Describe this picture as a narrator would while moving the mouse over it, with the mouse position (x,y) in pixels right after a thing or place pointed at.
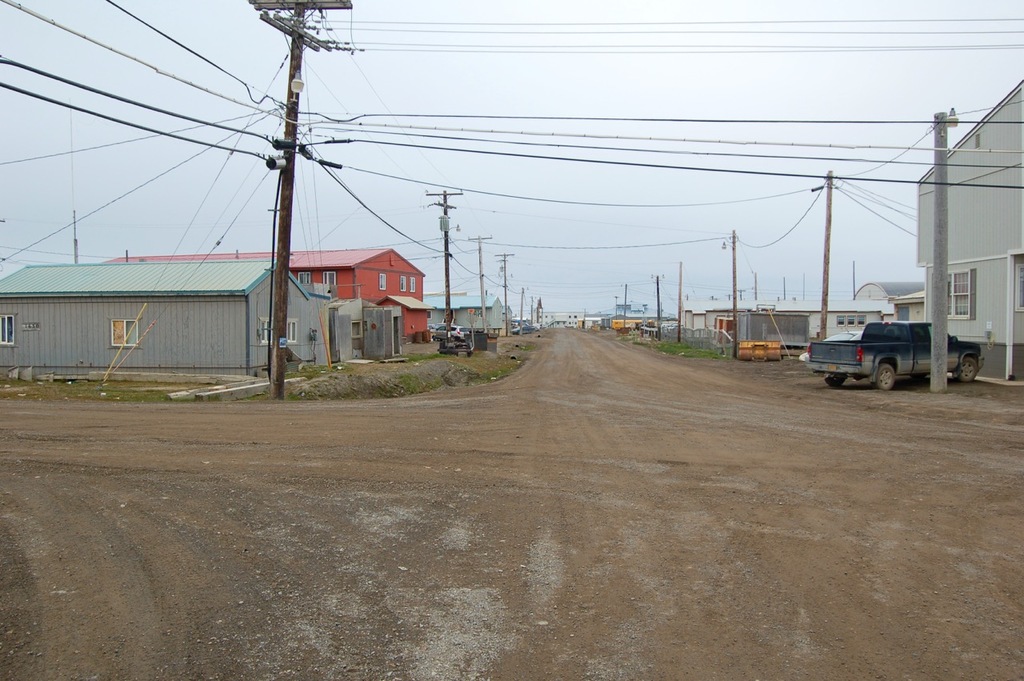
Here in this picture we can see vehicles (527,333) present on the road (549,356) and beside that on either side we can see houses (477,325) and sheds (369,321) present and we can also see electric poles (446,327), through which wires (678,207) are hanging and we can see the sky (628,180) is cloudy and we can also see some part of ground (365,388) is covered with grass (307,372) and plants (482,379).
